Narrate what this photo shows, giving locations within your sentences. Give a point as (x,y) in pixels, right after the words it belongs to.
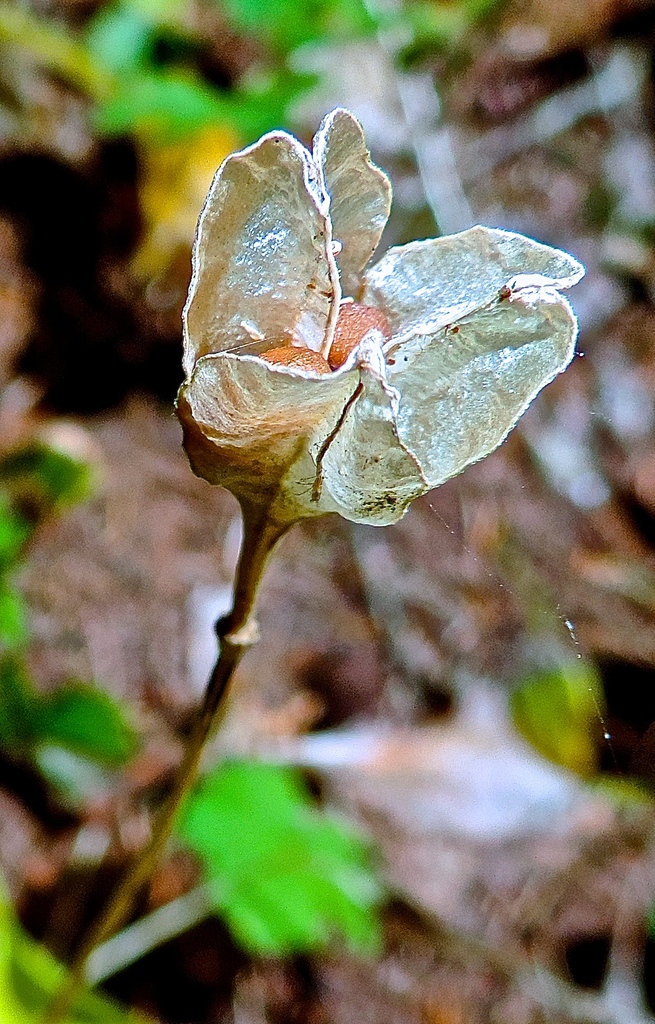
In this image, in the middle (318,425), we can see a flower (351,492). In the background (148,942), we can see green color and brown color.
